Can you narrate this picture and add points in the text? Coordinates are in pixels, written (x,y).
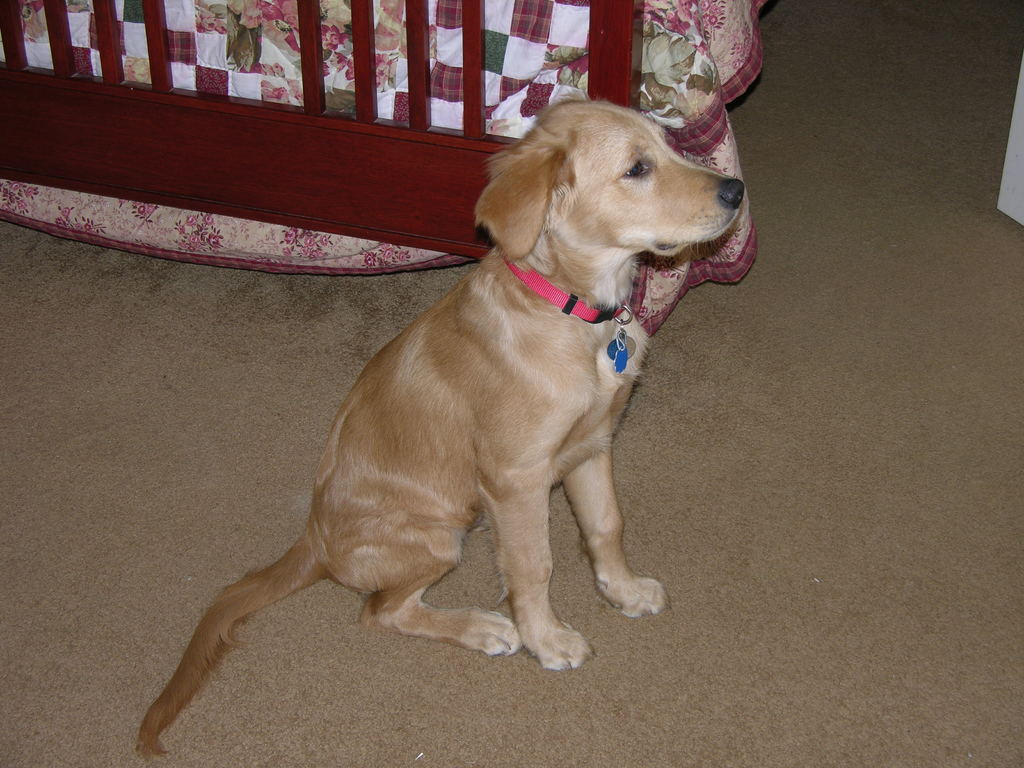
In the center of the image (488,442) we can see a dog (572,383). In the background (445,90) there is a bed (623,20) and we can see a blanket (705,48) on the bed (627,34).
